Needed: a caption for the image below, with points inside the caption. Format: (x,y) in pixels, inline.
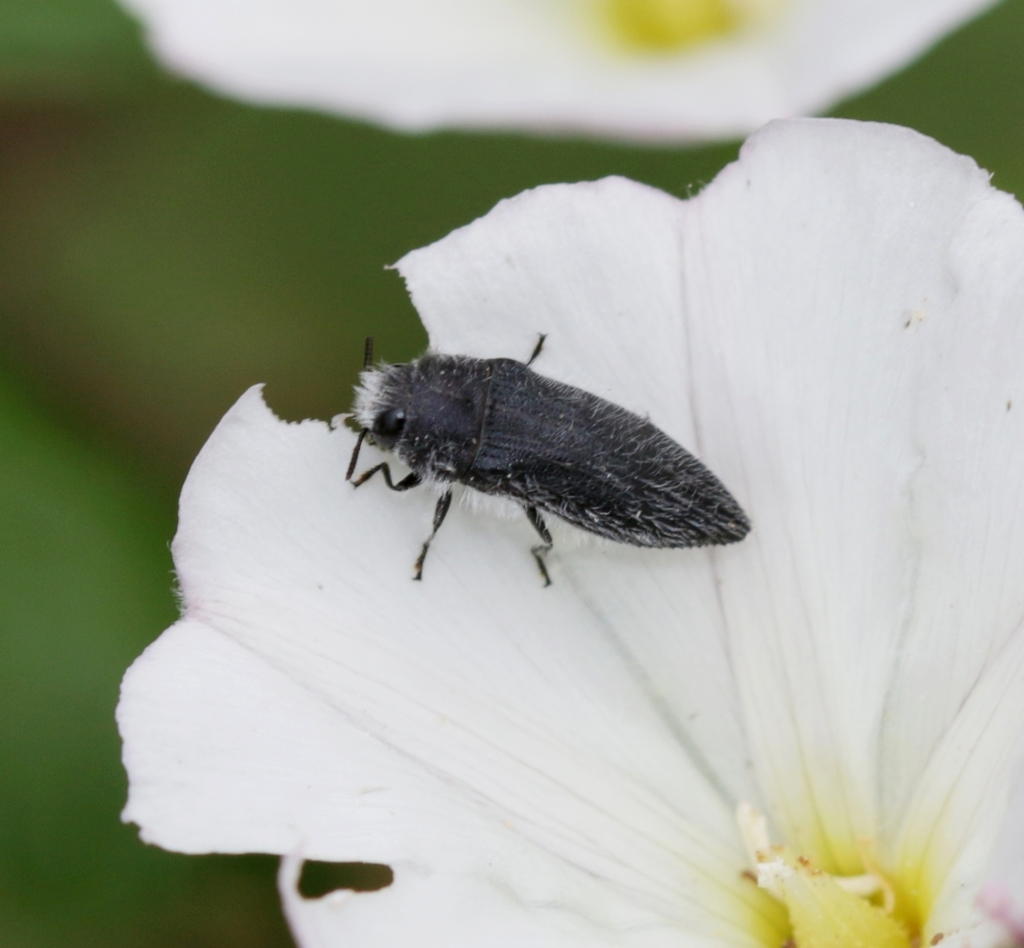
In this image there are two flowers (466,710). On the flower (605,368) there is a bug (439,432). In the background (310,331) there are leaves (105,199). The background (103,844) is blurry.
